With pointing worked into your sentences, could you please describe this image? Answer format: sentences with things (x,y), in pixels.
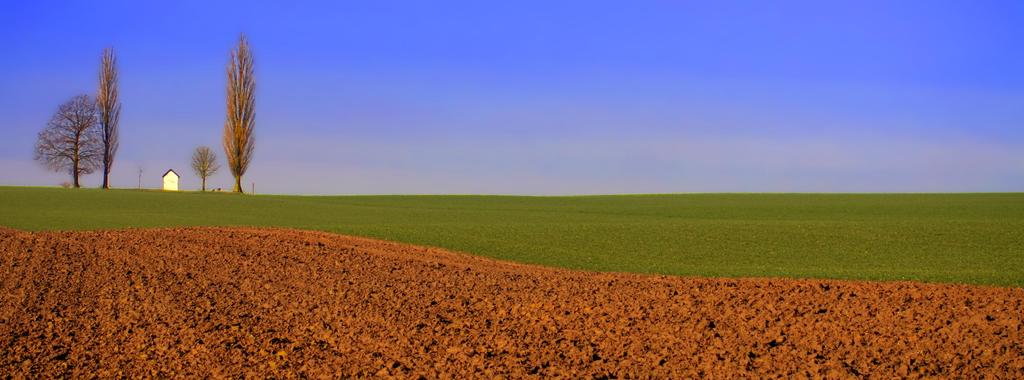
In the image we can see grass (672,213), red soil (163,347), trees (201,164), house (173,185) and a blue sky (438,132).
